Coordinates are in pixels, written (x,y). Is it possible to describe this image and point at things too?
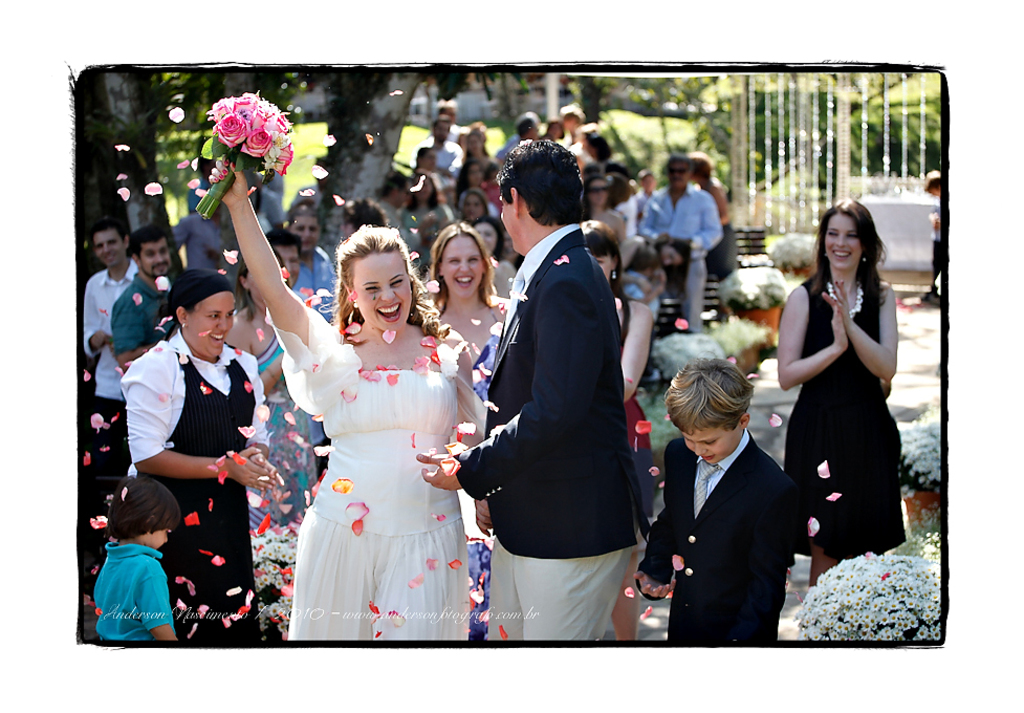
This picture shows few people (290,222) Standing and we see a woman (397,297) holding flowers (275,109) in her hand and we see few trees (731,126) and a metal fence (816,81) and we see smile on their faces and few flower pots (922,564) and we see watermark (499,607) at the bottom of the picture (485,612).
